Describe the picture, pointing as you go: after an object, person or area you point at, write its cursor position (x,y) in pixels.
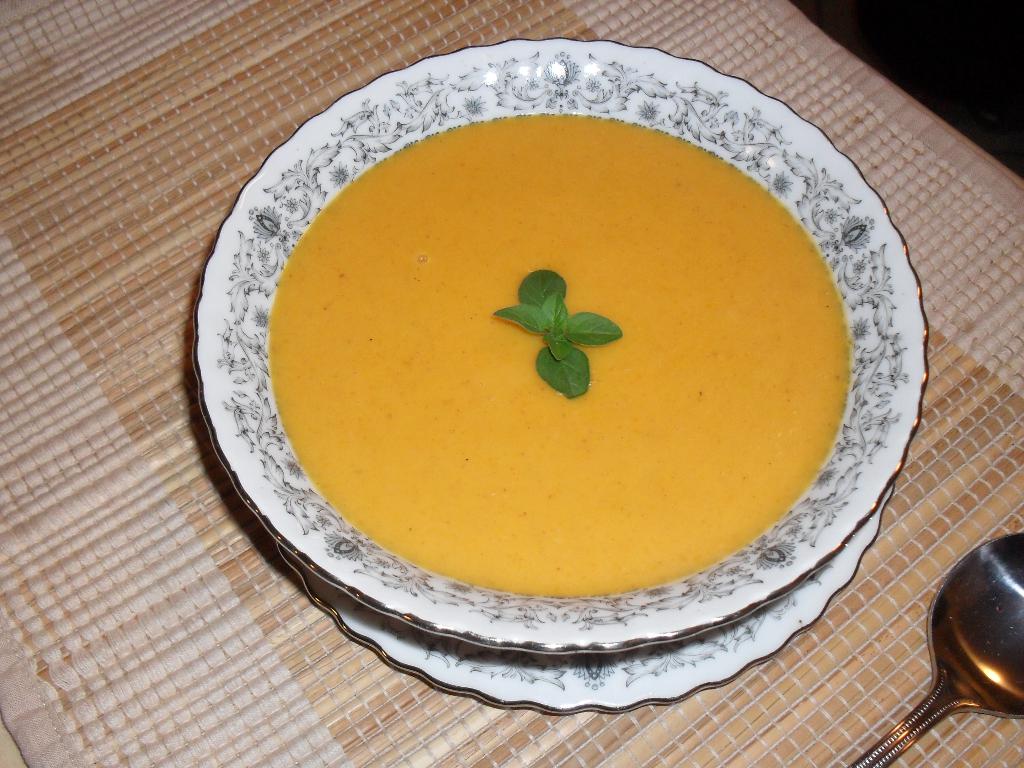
In this image I can see a mat (114,670) which is placed on a table (8,751). On the mat (67,717) there is a plate (900,338) which consists of soup (433,474). In the middle of the soup (530,336) there are few leaves (558,347). In the bottom right (936,711) there is a spoon (939,695).
